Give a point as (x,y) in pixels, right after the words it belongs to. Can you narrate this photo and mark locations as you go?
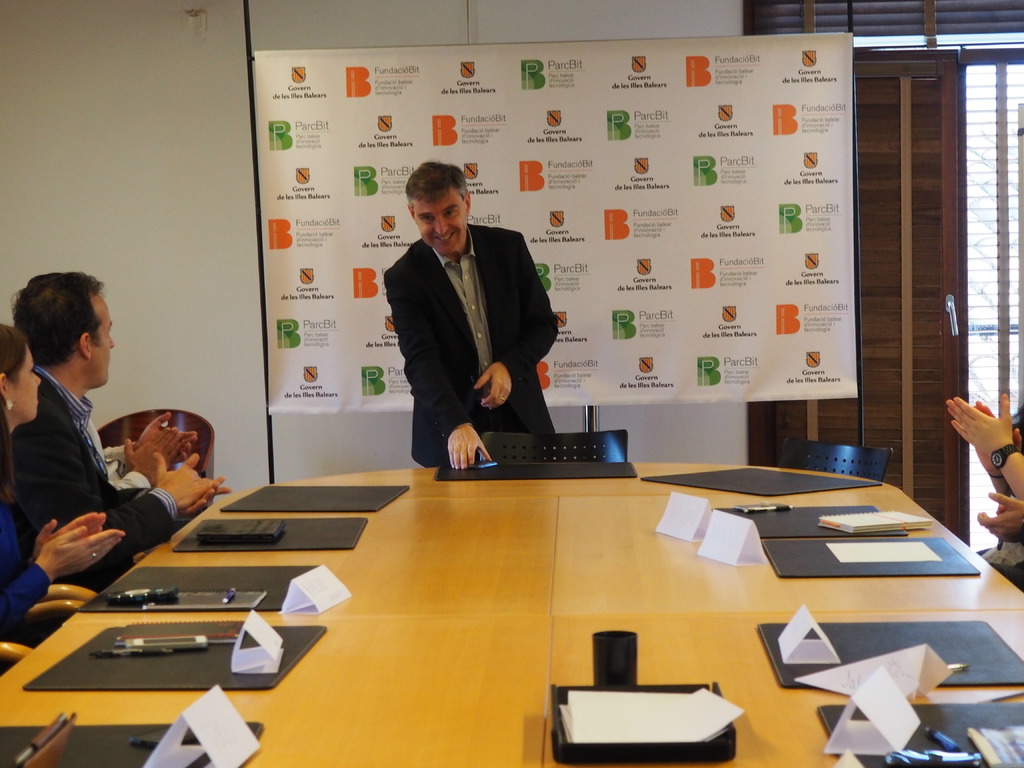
In this image we can see some persons (475,410), chairs (499,455) and other objects (503,652). In the background of the image (27,67) there is a wall (355,40), banner (545,198), door (945,197), glass window (973,340) and other objects (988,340).
